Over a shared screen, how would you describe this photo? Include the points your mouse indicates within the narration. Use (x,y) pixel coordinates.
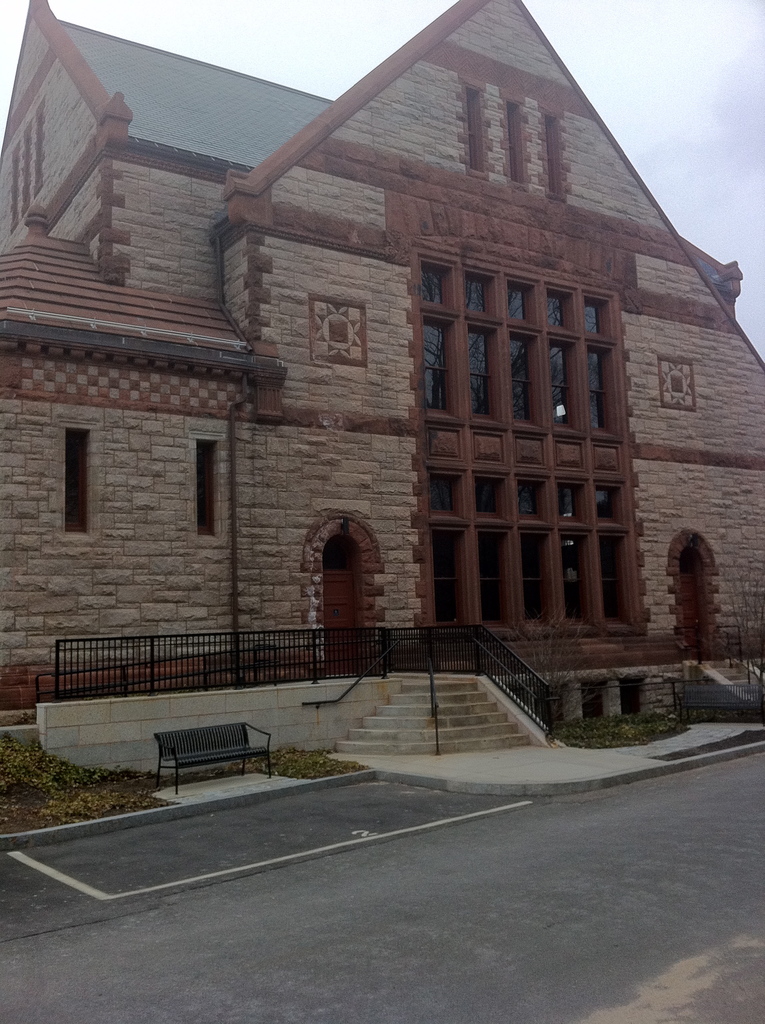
In this image we can see a building (501,618) with some windows (490,620), doors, fence (462,633), staircase (514,724) and a roof (93,315). We can also see some plants (52,762), benches (242,737), the pathway (735,826) and the sky (644,48) which looks cloudy.
